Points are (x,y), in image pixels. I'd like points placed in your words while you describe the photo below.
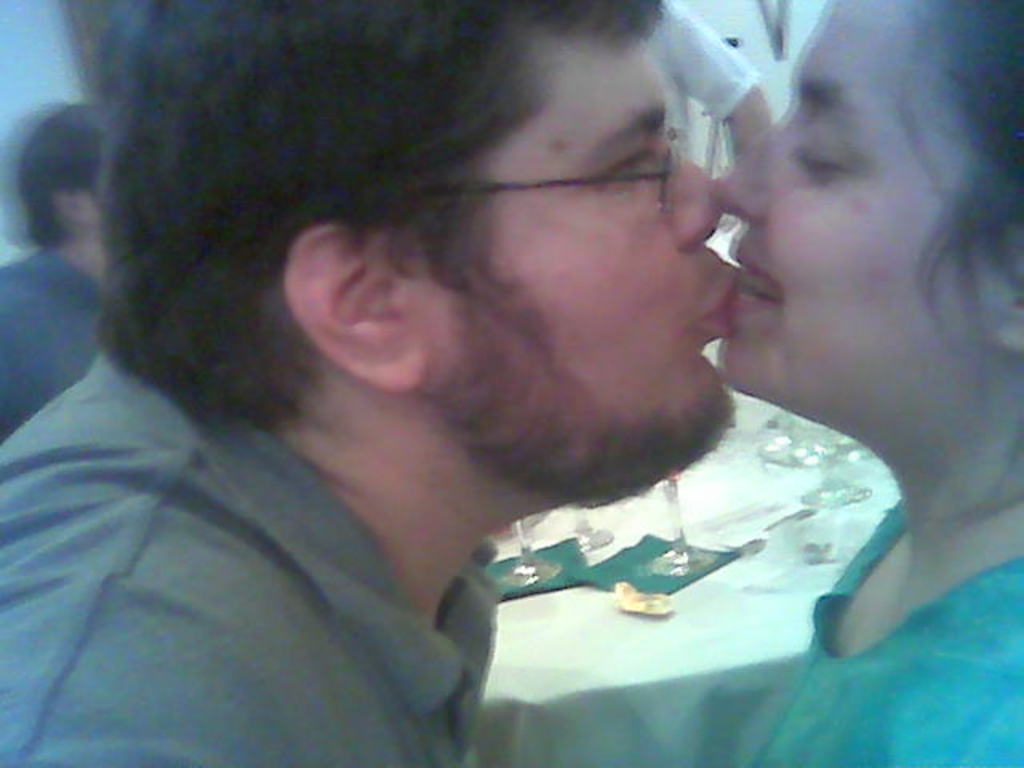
In the foreground of this image (424,447), on the left (281,738), there is a man (716,331) and on the right (948,426), there is a woman (905,355) and he is kissing on her lip (755,313). In the background (679,566), there are glasses (695,566), spoons (741,546), forks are on the table (628,637) and we can also see two persons (701,117) in the background (688,131).
